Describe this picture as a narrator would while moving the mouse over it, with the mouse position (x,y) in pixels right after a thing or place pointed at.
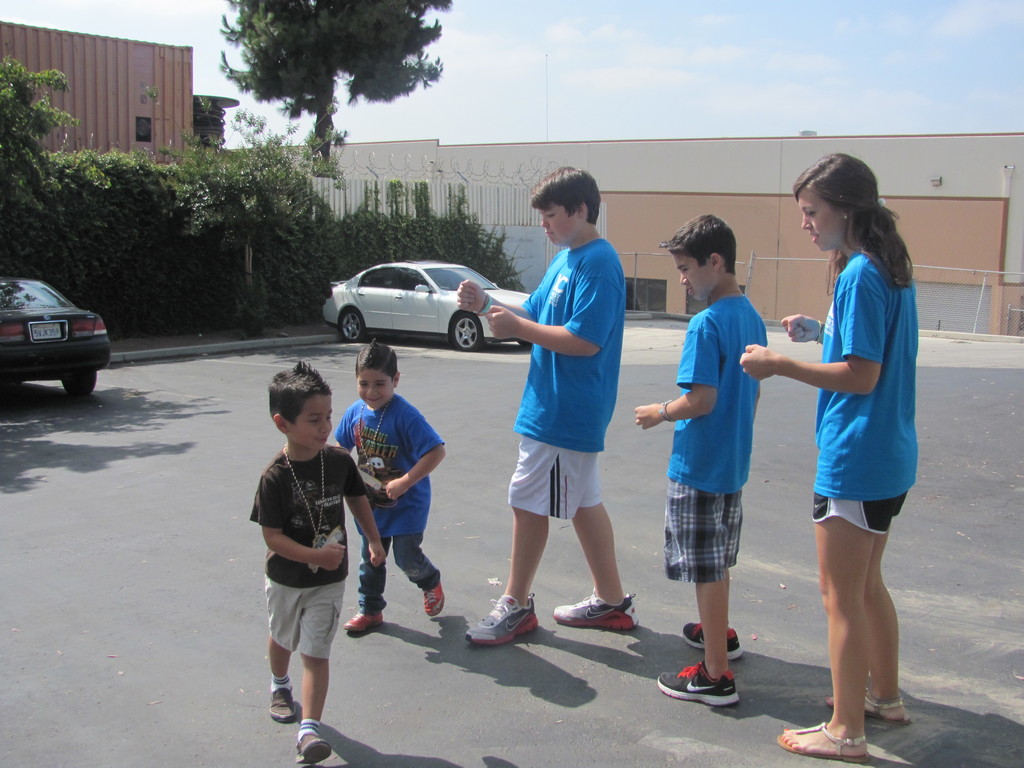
In this image, we can see few people (547,494) are playing on the road (535,666). Background (415,323) we can see cars (364,328), plants (70,255), tree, railings (517,191), wall (768,252), windows (640,286), container (91,107) and sky (694,96).
